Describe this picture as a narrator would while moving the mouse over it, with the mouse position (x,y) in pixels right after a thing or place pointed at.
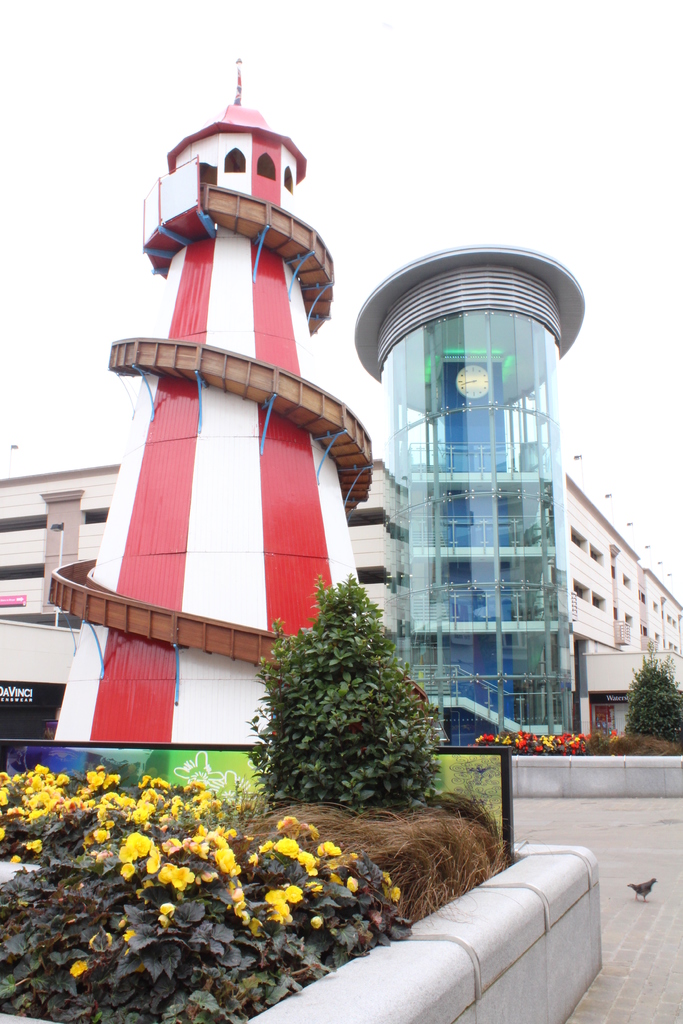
In this picture, on the left corner (132,979), we can see a plant (186,966) with some flowers (207,840) which are in yellow color, we can also see some plants (389,754) on the left side (221,836). On the left side (212,440), we can also see a tower (256,242). On the right side (524,582), we can see some buildings (604,569), windows (533,573). At the top (670,74), we can see a sky (663,110), at the bottom (642,917), we can see a bird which is on the land (672,858).
